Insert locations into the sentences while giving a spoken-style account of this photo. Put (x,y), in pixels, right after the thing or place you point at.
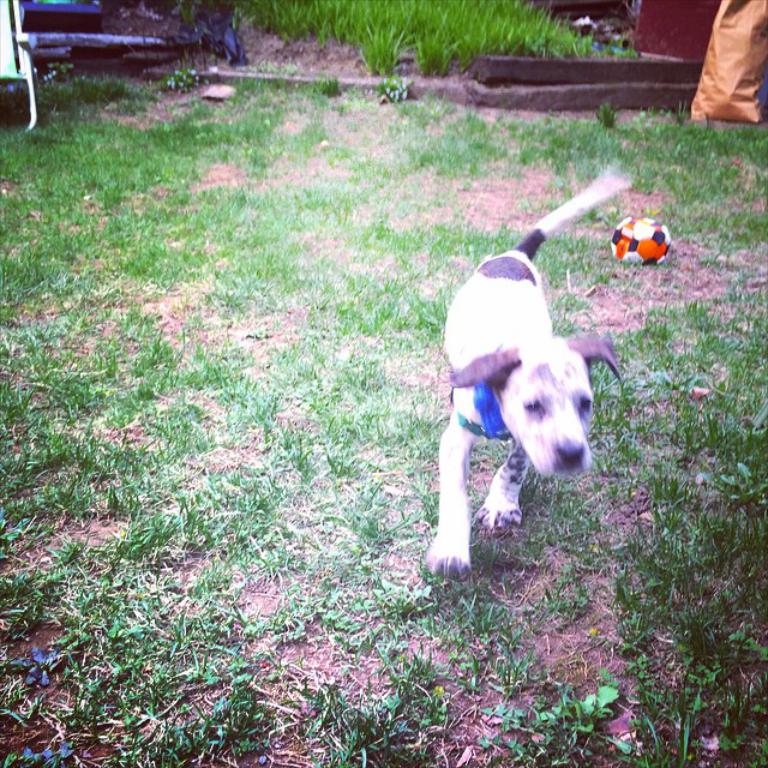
In this picture we can see a dog (529,238) running and a ball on the ground (553,252), grass (250,355), bag (738,63) and in the background (543,21) we can see plants (404,16).
